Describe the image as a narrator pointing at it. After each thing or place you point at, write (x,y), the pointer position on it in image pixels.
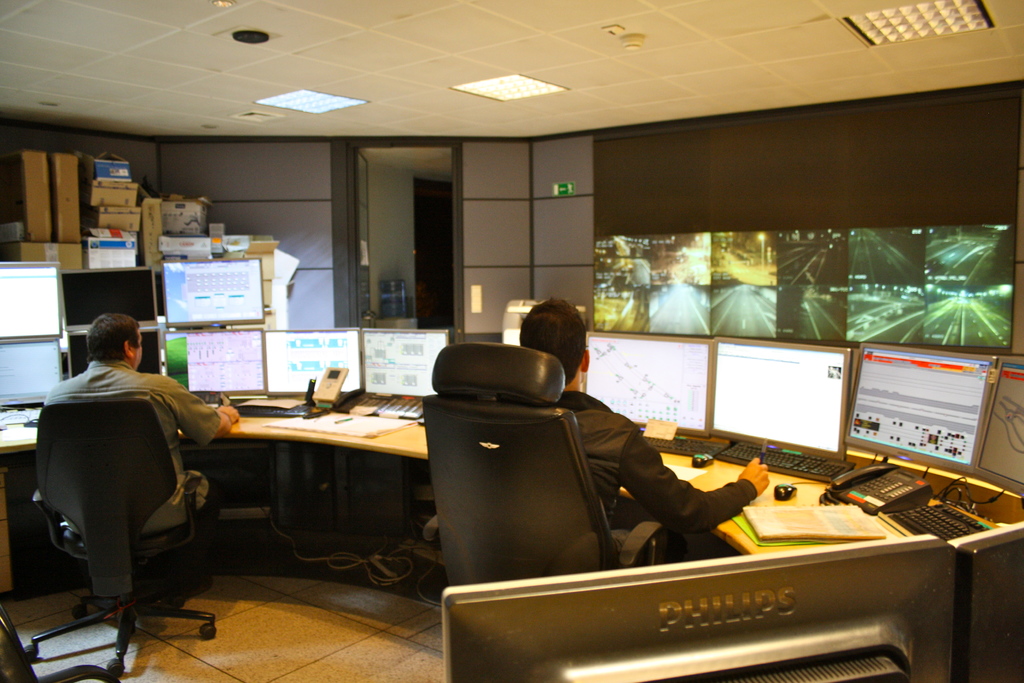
A picture inside of a room (272,675). On this table (891,537) are monitors (829,427), keyboards (783,466), mouses (782,488), books (774,522) and telephone (878,477). A screen (858,286) on wall (800,162). These are cardboard boxes (192,206). These 2 persons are sitting on chair (448,509).
